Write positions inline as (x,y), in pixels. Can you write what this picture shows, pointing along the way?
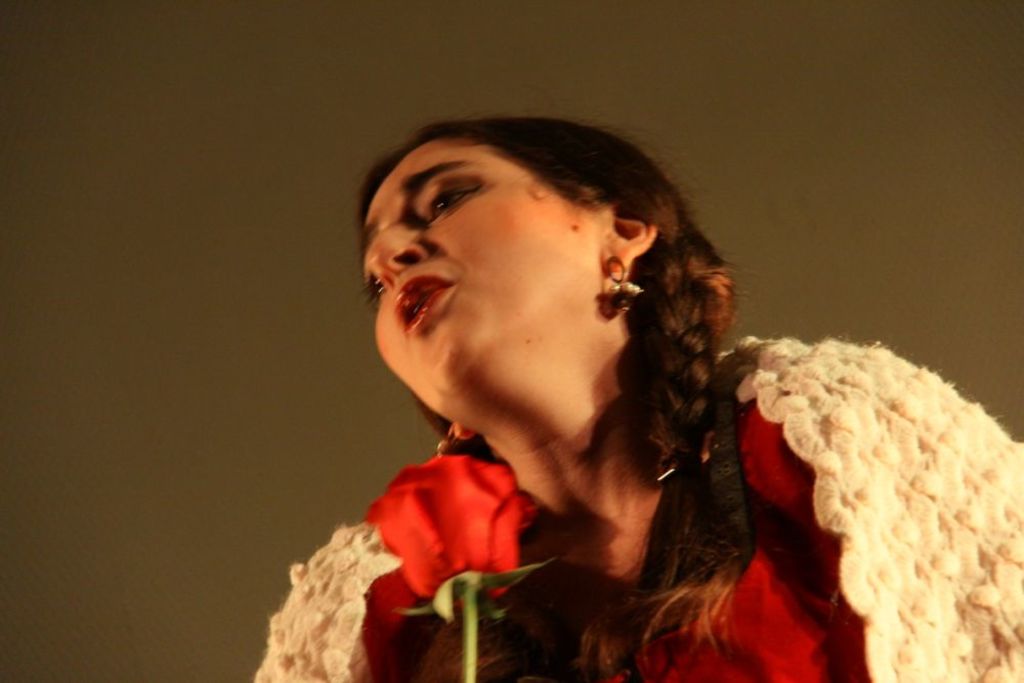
In this picture we can see a woman (588,441) and we can see the rose (451,535).
